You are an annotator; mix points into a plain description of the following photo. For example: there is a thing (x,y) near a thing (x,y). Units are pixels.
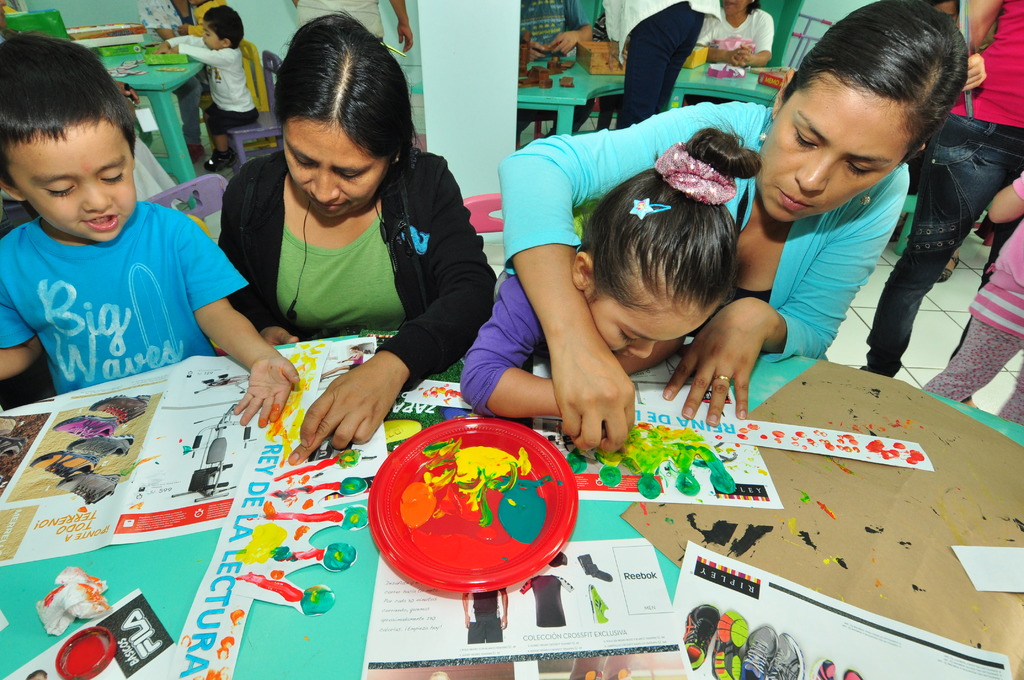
In this image there are four persons (571,176) sitting on the chairs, and there are papers (884,418), tissue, plate (453,525) with a paint colors (511,476) on it, on the table (293,638), and in the background (977,10) there are group of people (1016,281) standing and sitting on the chairs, some objects (107,29) on the tables (115,63).
